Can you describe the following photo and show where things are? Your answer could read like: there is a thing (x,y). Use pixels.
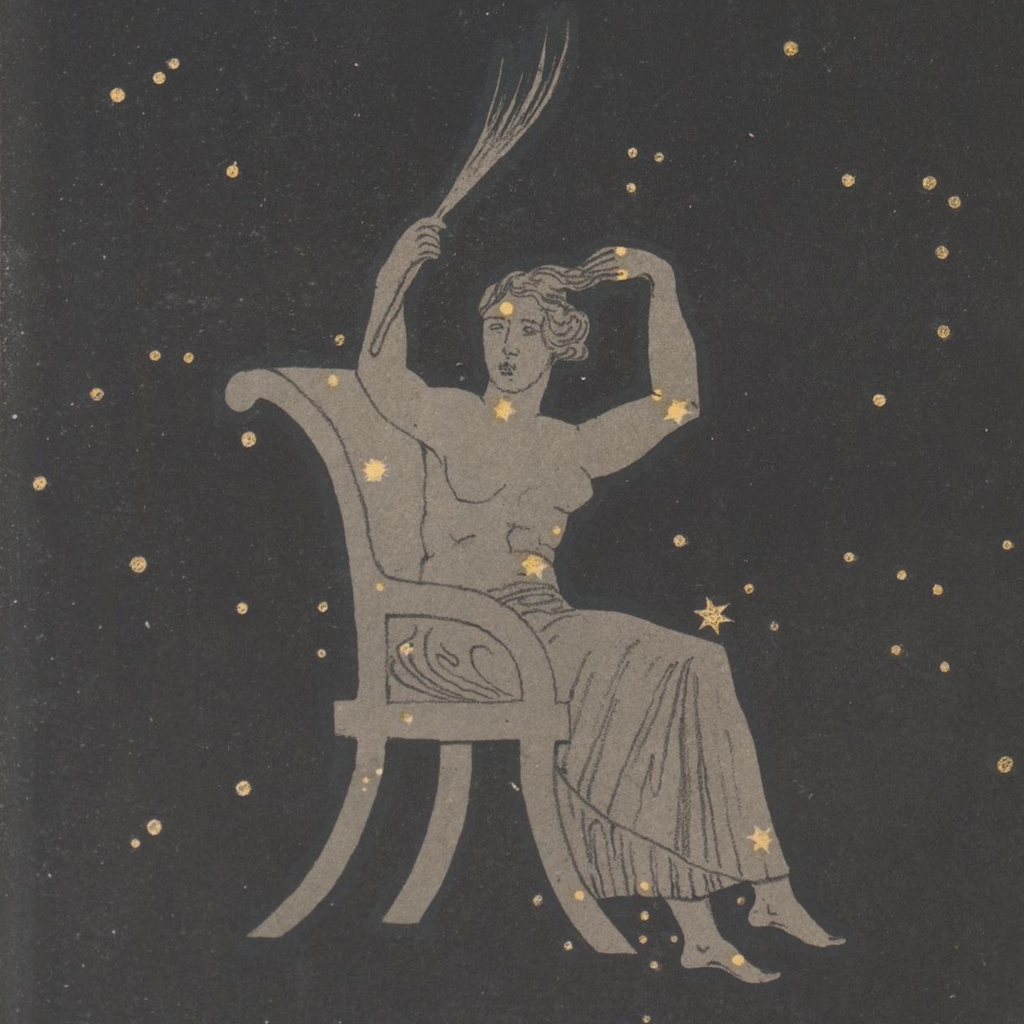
In this image I can see the painting (426,683) of a person (488,546) sitting in a chair (463,642) and I can see the black background (686,577) and few stars (710,624) and dots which are gold in color.
